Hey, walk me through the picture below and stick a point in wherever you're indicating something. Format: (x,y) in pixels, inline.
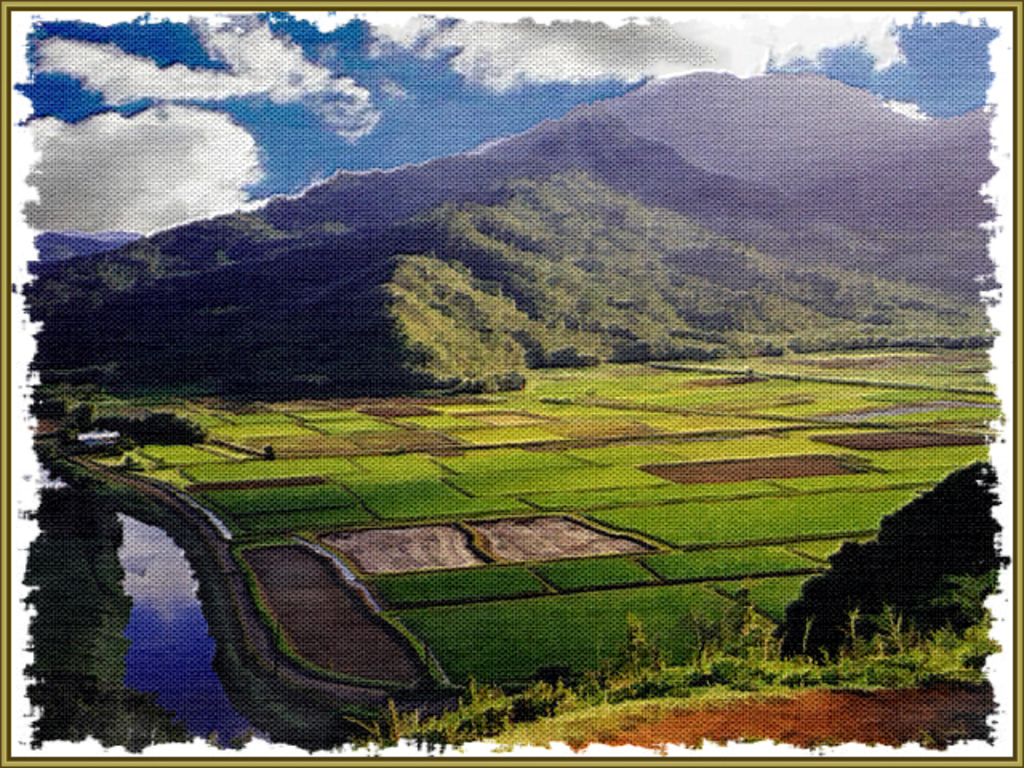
This image consists of a poster (159,621). In which we can see the mountains (655,263) along with the trees (462,321). At the top (252,128), there are clouds (238,83) in the sky (344,132). On the left (189,666), there is water (206,681). And we can see green grass (796,527) on the land (522,489).
